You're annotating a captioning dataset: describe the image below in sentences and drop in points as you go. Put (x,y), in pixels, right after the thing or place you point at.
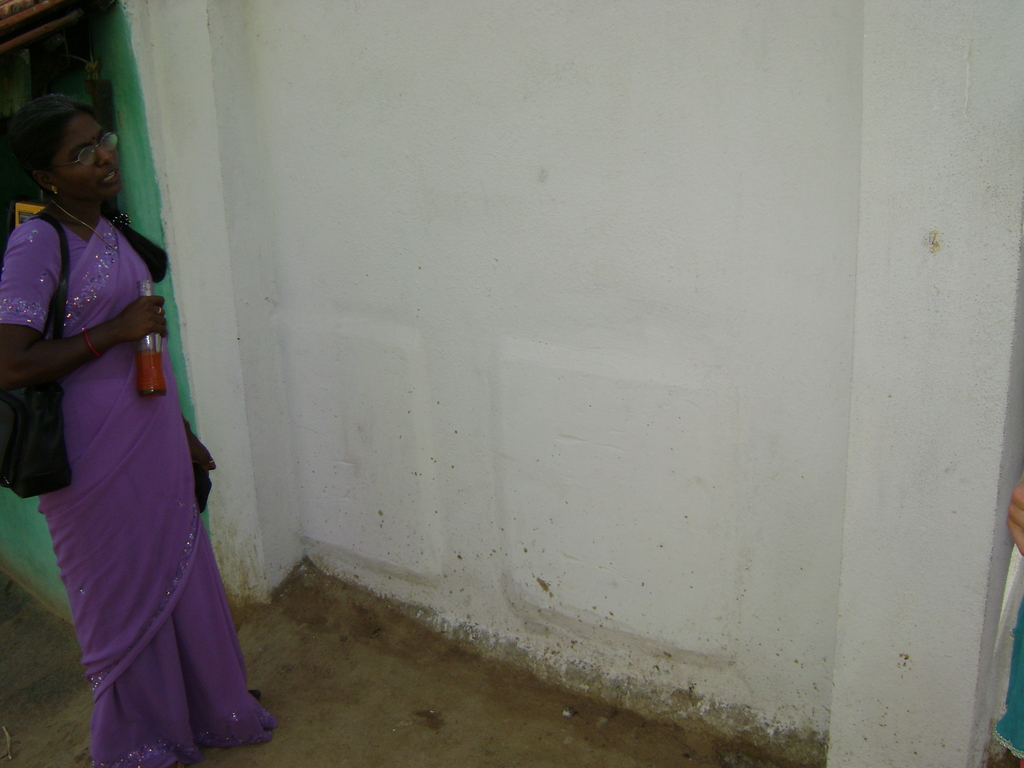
In this image I can see a person (52,142) wearing purple color saree (157,473) and holding a bottle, and the person (66,394) is also wearing a bag (15,435) which is in black color. I can also see a wall (673,252) in white color.
